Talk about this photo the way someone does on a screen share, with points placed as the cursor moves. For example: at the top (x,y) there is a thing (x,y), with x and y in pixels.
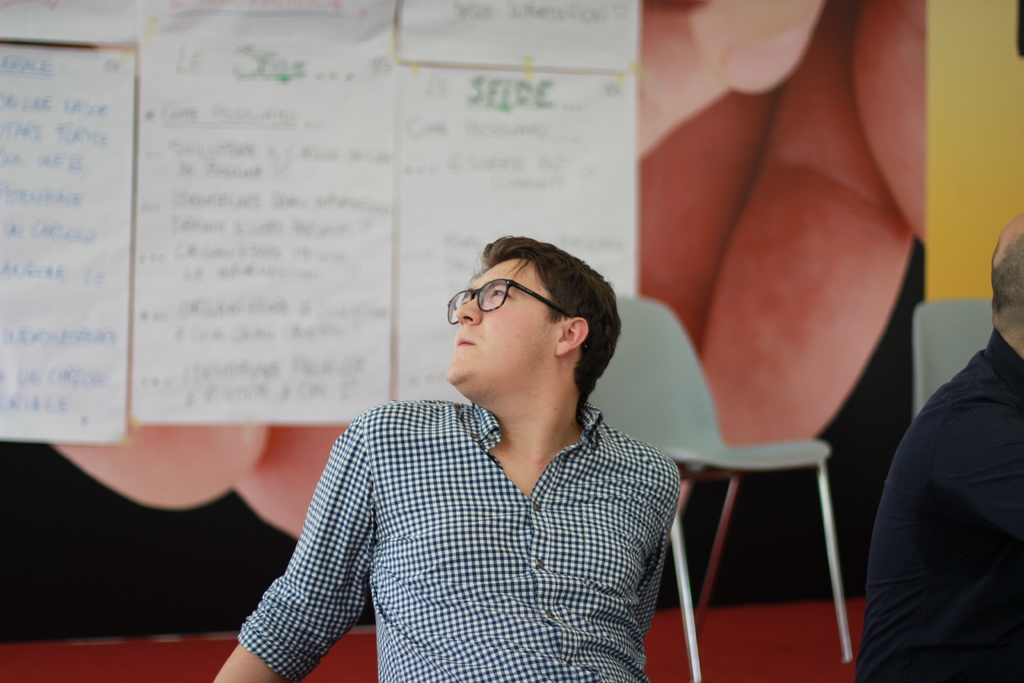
In this image, we can see a man (662,557) sitting and he is wearing specs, on the right side (1013,589) we can see a person (1012,546) sitting, in the background (703,448) there is a chair (707,389) and we can see some posters (390,169) on the wall (669,176).
